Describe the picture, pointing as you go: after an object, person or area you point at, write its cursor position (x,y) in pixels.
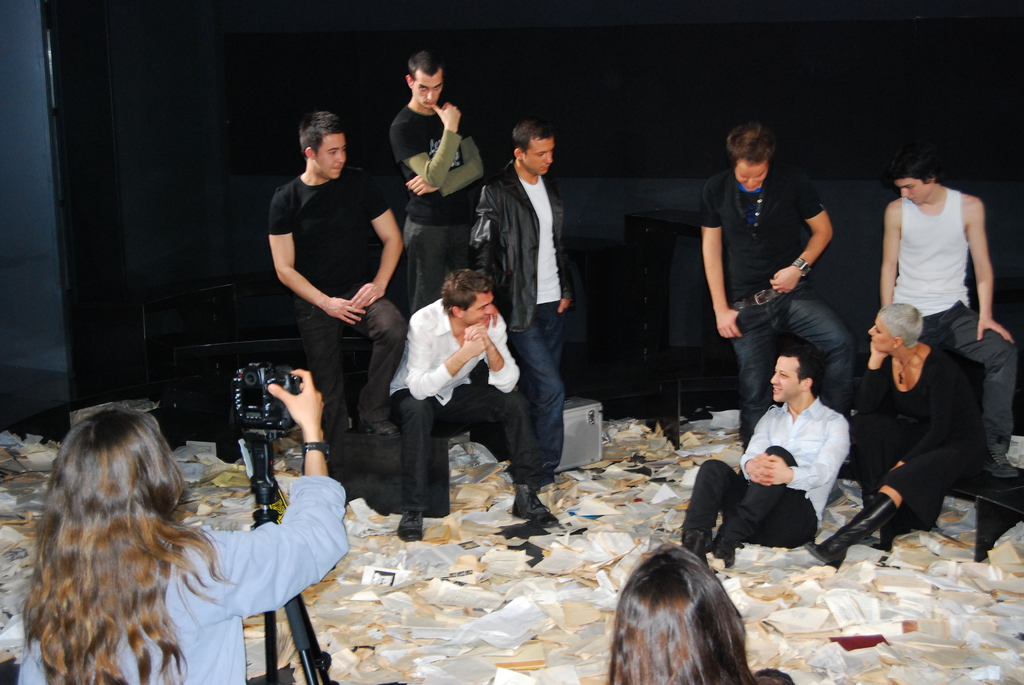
In this picture there are two men (765,461) who are sitting. There are few people (512,226) who are standing. There is a woman (965,415) sitting on the chair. There is a woman (122,552) who is holding a camera (266,424). There are many papers (497,591) on the floor (480,569).
